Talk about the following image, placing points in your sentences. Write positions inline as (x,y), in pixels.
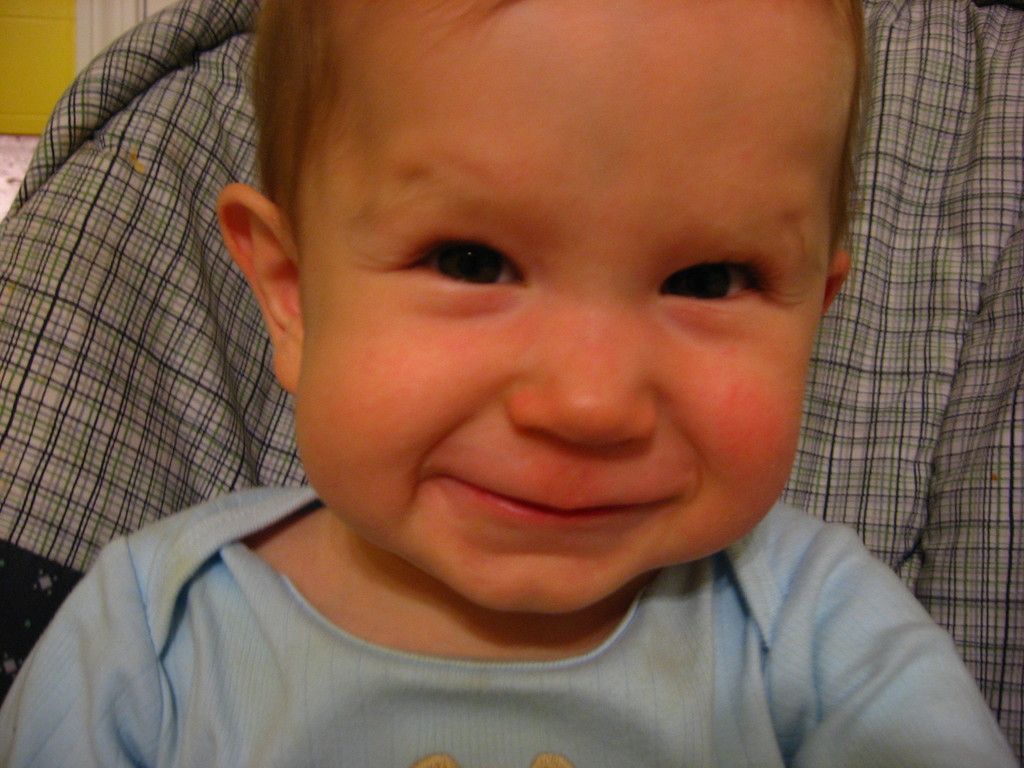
This image consists of a kid (417,755) wearing a blue T-shirt (564,686). In the background (124,407), there is a cloth (224,32). On the left (75,16), we can see a wall (63,35) in yellow color.
